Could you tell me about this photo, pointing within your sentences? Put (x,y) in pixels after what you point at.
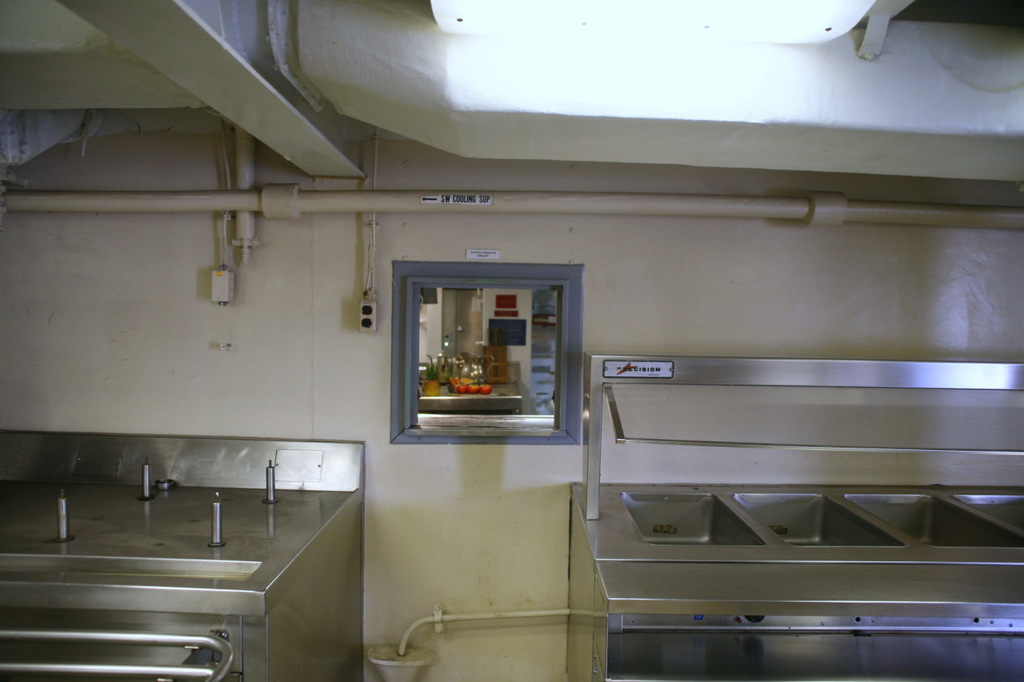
On the right side of the picture (805,598), we see a steel table (729,600) containing large bowls (741,545). In the left bottom of the picture (278,502), we see a steel table (180,567). In the background (228,252), we see a white wall (182,217) and pipes (261,195). We see a window (534,376) is placed on the wall (476,446). Through the window (406,374), we see a table (470,409) on which fruits (472,391) are placed. Behind that, we see a door (457,309) and a board (496,322) is placed on the wall (527,338). At the top of the picture (348,105), we see the ceiling (404,105) of the room (351,199).
